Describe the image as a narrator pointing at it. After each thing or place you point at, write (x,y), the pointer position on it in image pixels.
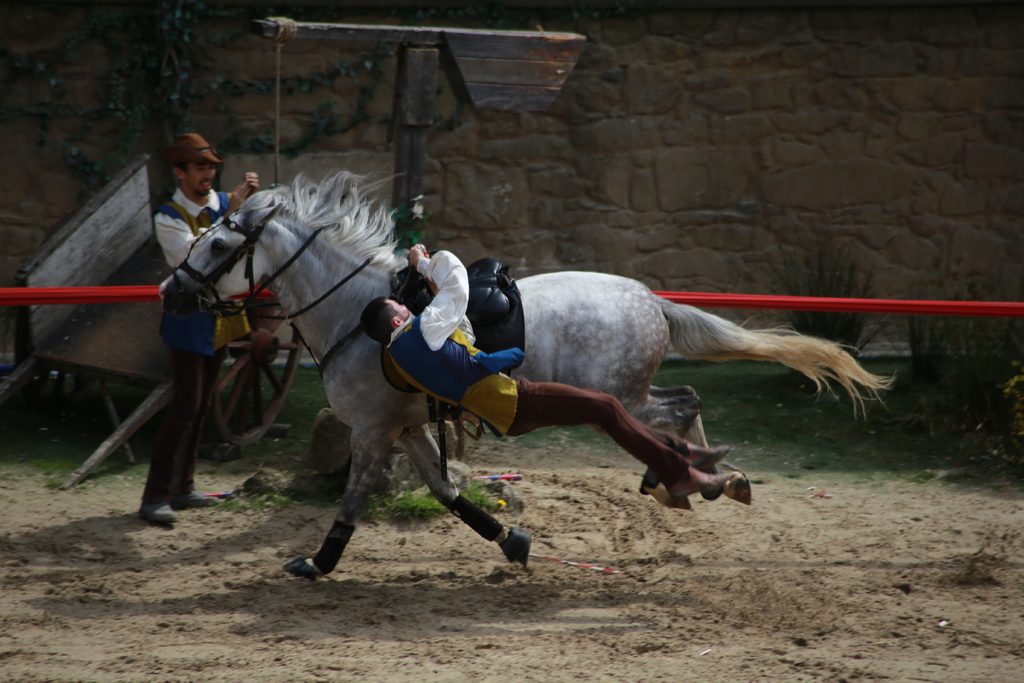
Here we can see a person (441,382) in the air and he is holding a belt (401,271) which is on the horse (368,236). There is a person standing on the ground (242,632). In the background (134,194) we can see a cart (41,325), plants (961,325), and wall (678,155).
